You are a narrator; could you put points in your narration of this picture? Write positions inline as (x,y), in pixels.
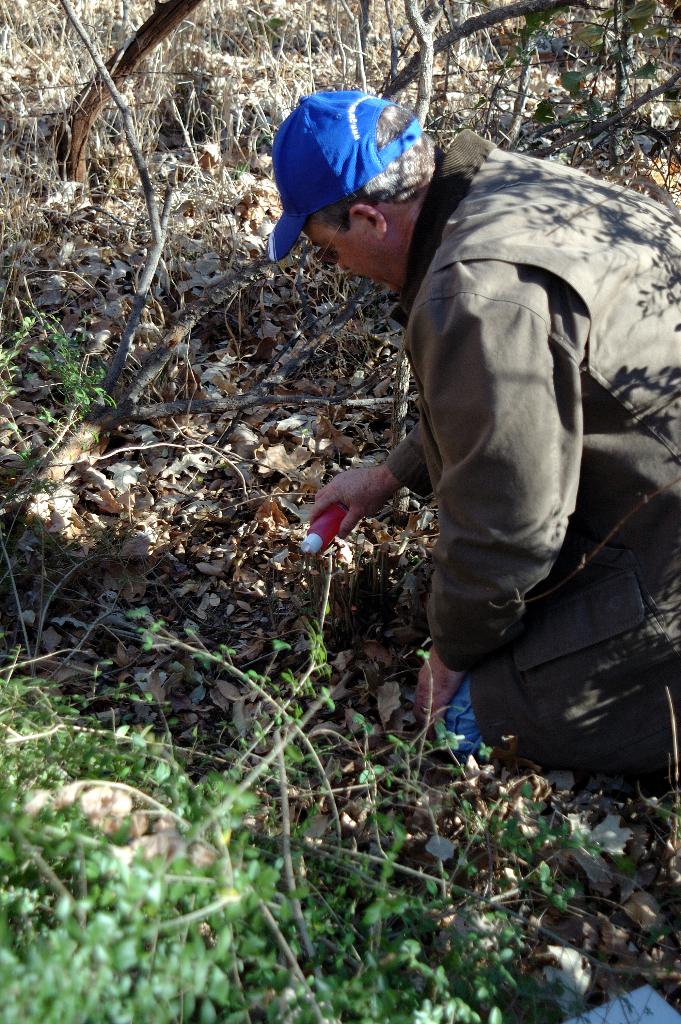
In this image there is a person (450,441) wearing a cap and holding an object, there are few leaves (325,739) on the ground (398,683), few trees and plants (262,910).
